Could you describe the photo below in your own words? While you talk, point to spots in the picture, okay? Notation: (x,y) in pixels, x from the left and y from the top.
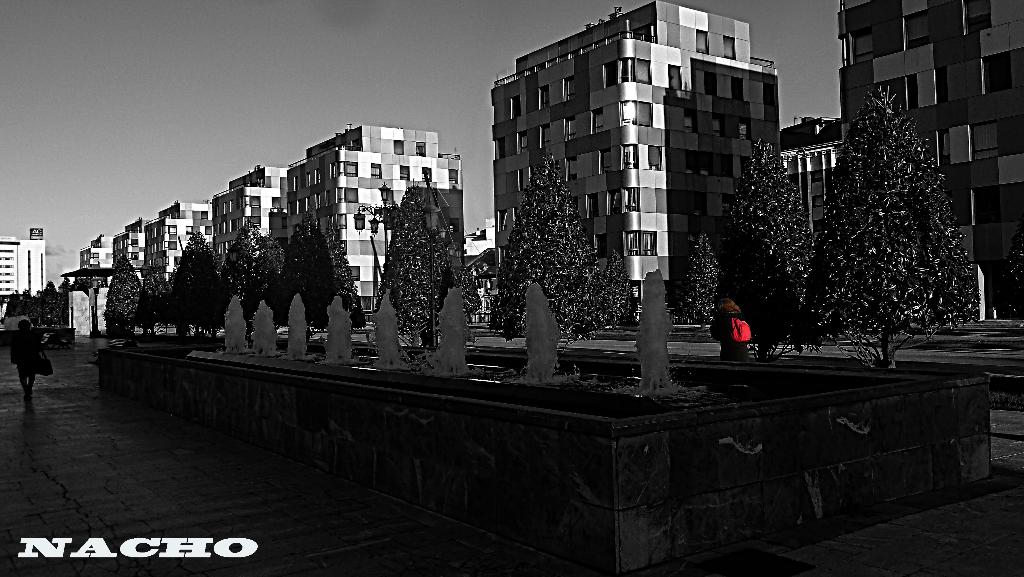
This image consists of fountains (456,440), text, two persons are walking on the road (82,390), trees (820,302), light poles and shed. In the background (334,182) I can see buildings (327,187), windows (328,200) and the sky (482,138). This image is taken may be during day time.
